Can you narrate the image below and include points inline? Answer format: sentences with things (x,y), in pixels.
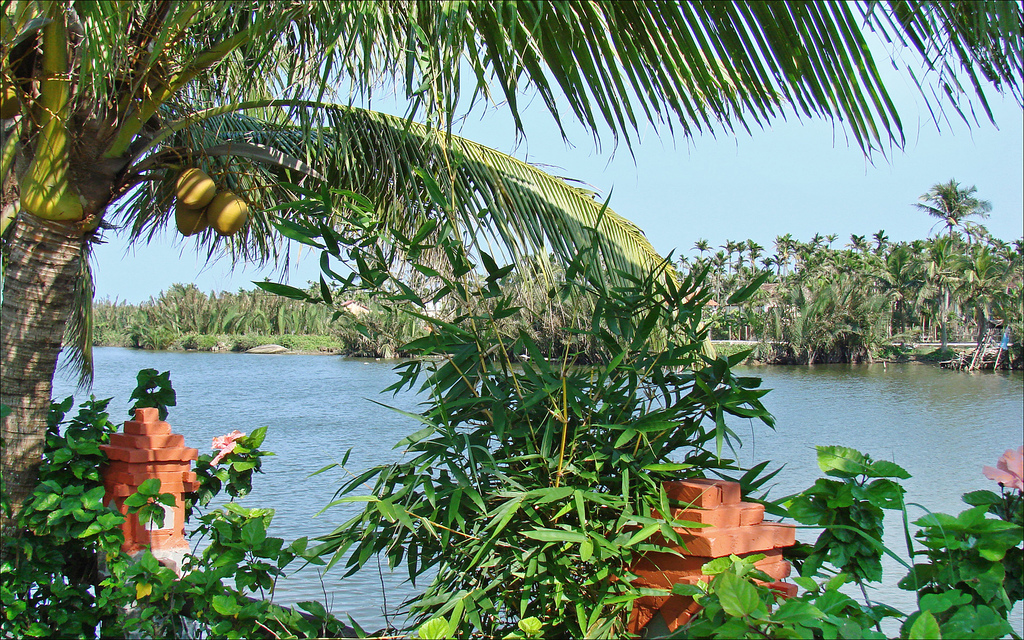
In this picture we can see the water (330,494), trees (519,404), coconuts (184,210), bricks (144,452) and in the background (856,179) we can see the sky (706,161).
